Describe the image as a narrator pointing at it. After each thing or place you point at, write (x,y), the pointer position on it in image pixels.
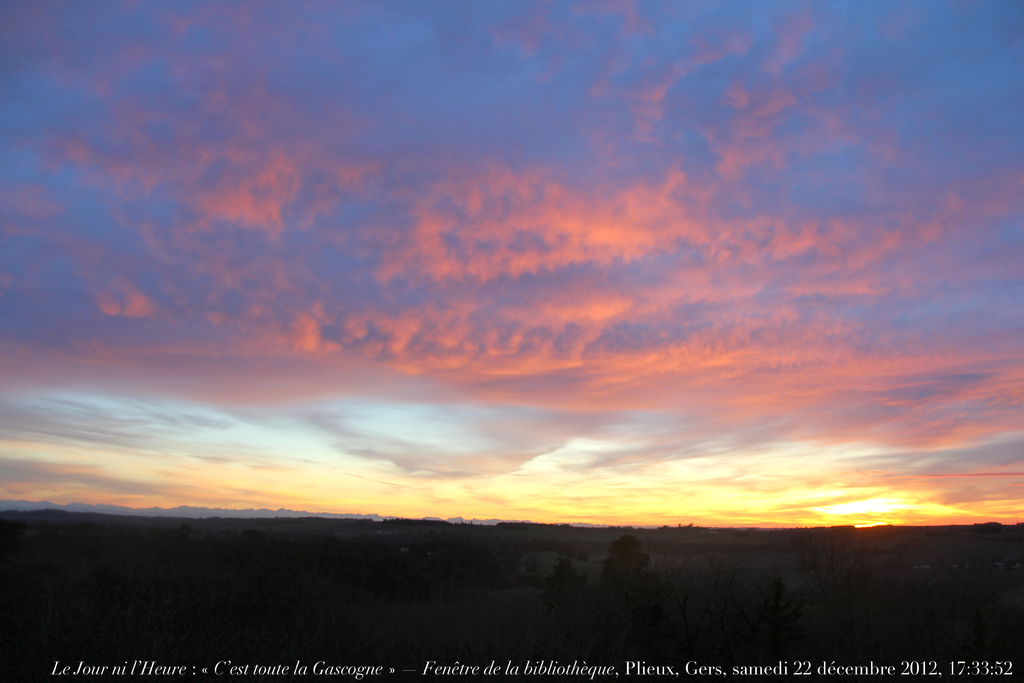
In this image we can see the sky (772,95) with some clouds (707,215). At the bottom (409,604) we can see the trees (849,610) and also the text (746,671).
